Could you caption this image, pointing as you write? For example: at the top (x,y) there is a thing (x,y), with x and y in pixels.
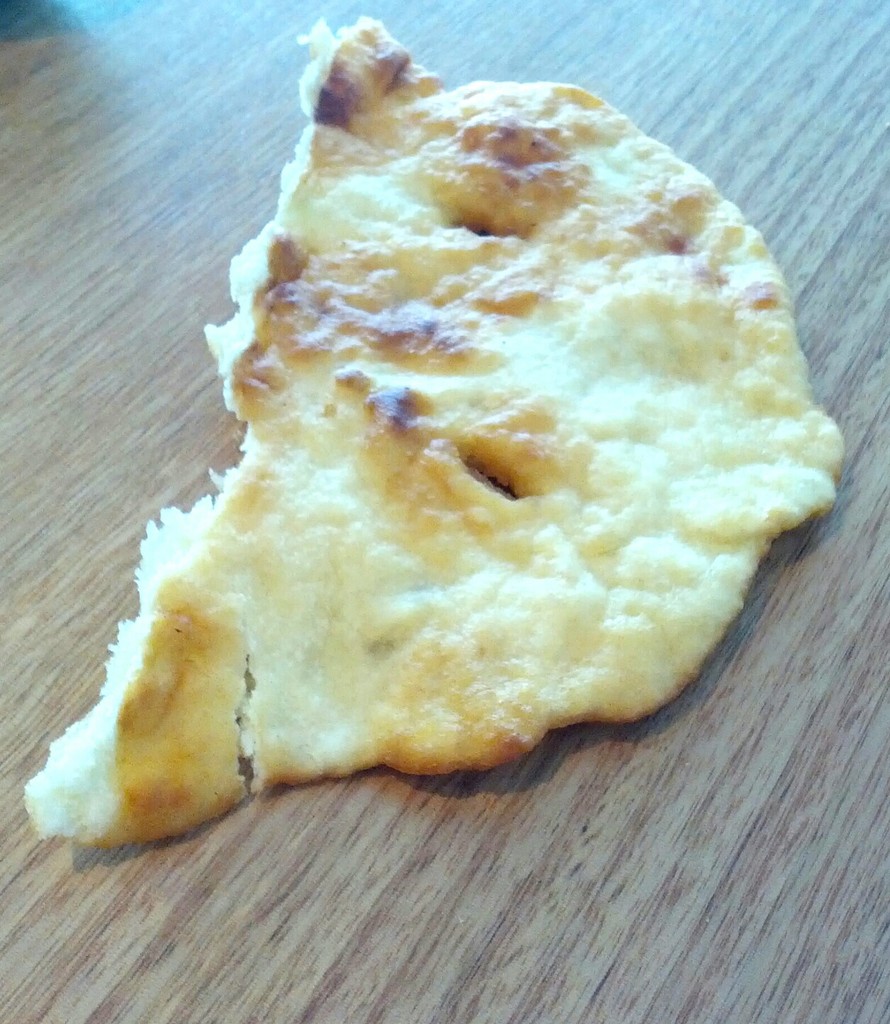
In this image, we can see food item (466,551) is placed on the wooden surface (378,854).
